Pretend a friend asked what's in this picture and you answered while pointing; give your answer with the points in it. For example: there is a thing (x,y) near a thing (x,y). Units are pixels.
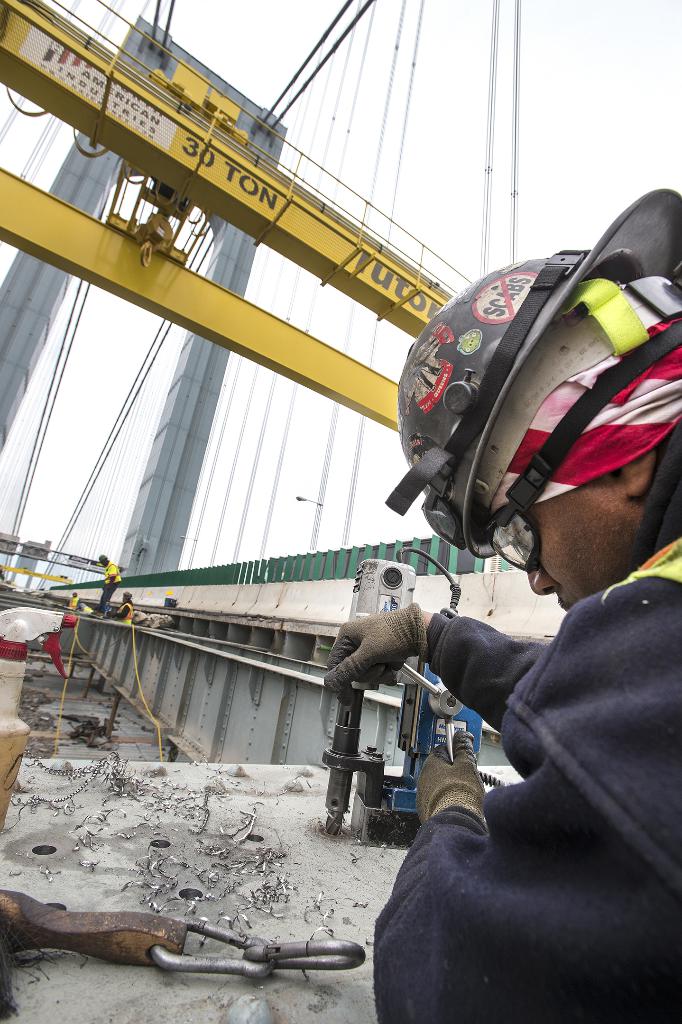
On the right side of the image (633,683), we can see one person (607,682) is wearing a helmet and gloves (457,758). And we can see he is holding some objects (456,702). In front of him, we can see a platform (170,981). On the platform (229,996), we can see one spray bottle (16,736) and a few other objects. In the background (210,567), we can see the sky (238,458), railing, pole type structures (176,549), wires (132,403), pipes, few people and a few other objects (284,353). And we can see some text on the yellow color object (229,201).
